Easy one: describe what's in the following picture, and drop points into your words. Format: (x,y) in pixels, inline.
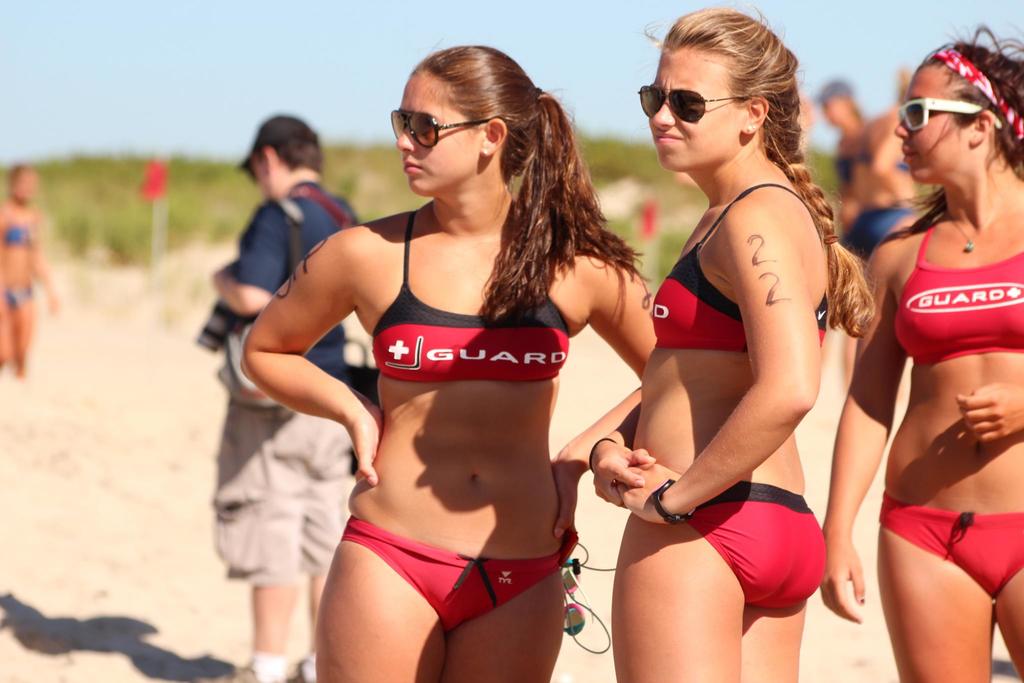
In this picture there are group of people (705,369) standing. At the back (637,164) there are plants (122,221) and there are flags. At the top (349,68) there is sky (172,80). At the bottom (164,562) there is sand (159,551).
